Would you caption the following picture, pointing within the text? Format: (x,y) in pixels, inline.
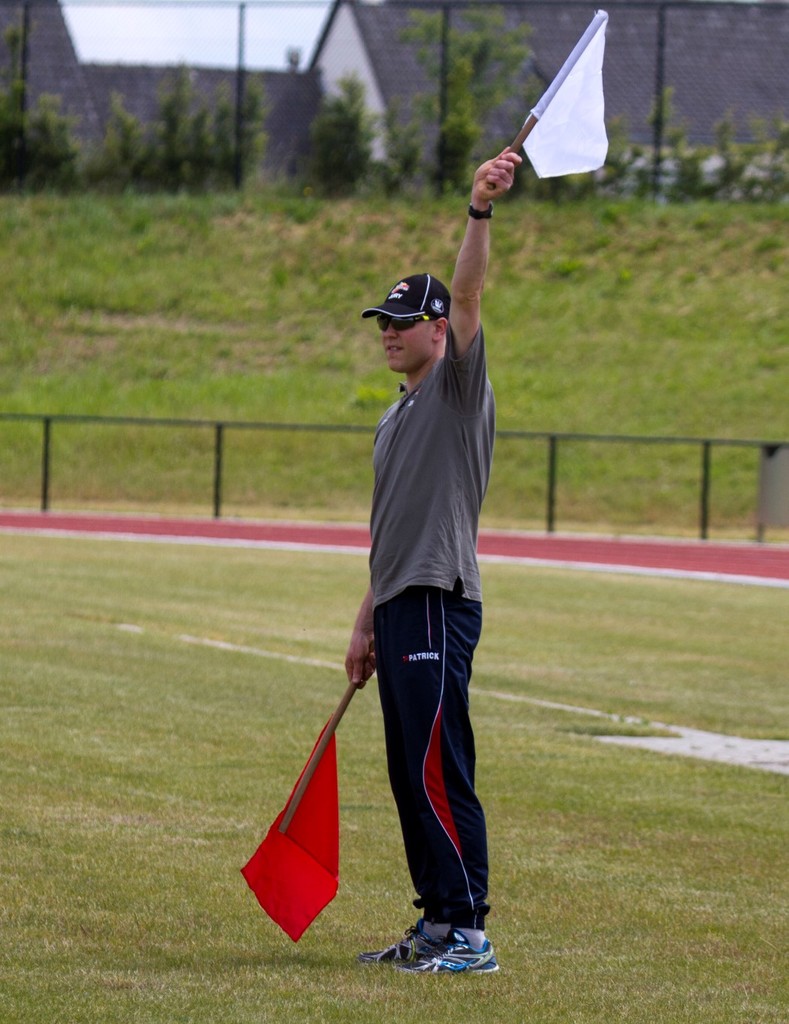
In this image we can see a man (406,714) is standing by holding red and white color flags (574,112) in his hand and he is wearing grey color t-shirt (440,501) with navy blue track (428,712) and black cap (421,303). The land (205,638) is full of grass (342,980). Behind him fence (722,441) is present and trees (233,146) are there.
